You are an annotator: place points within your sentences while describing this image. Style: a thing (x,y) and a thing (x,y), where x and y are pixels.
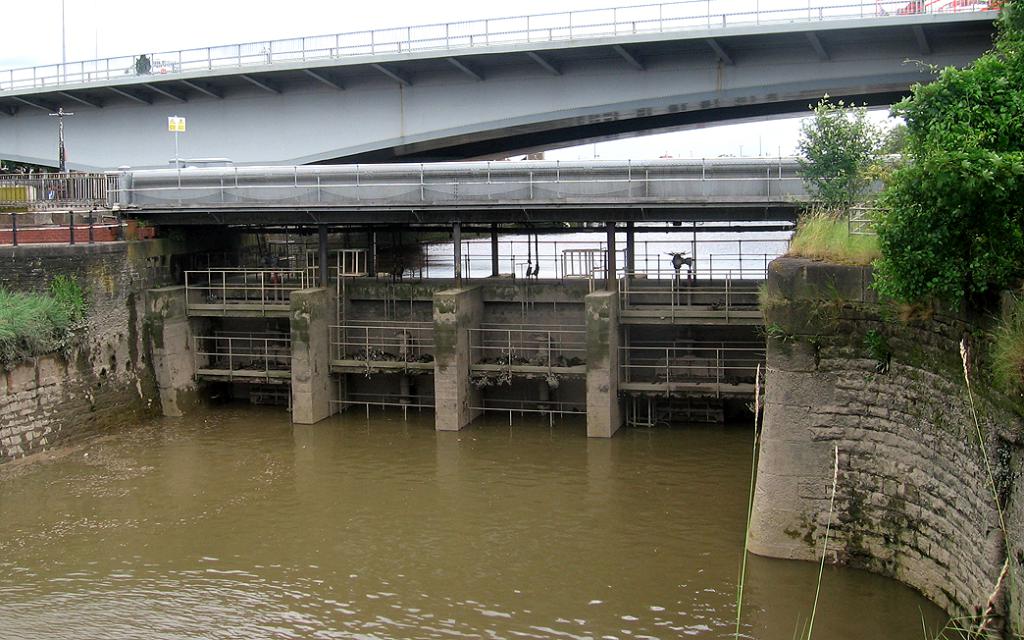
In this image, these look like the dam gates (547,355). I can see the water (368,532) flowing. This looks like a bridge (513,44). I can see the trees (858,164) and plants (12,311).
